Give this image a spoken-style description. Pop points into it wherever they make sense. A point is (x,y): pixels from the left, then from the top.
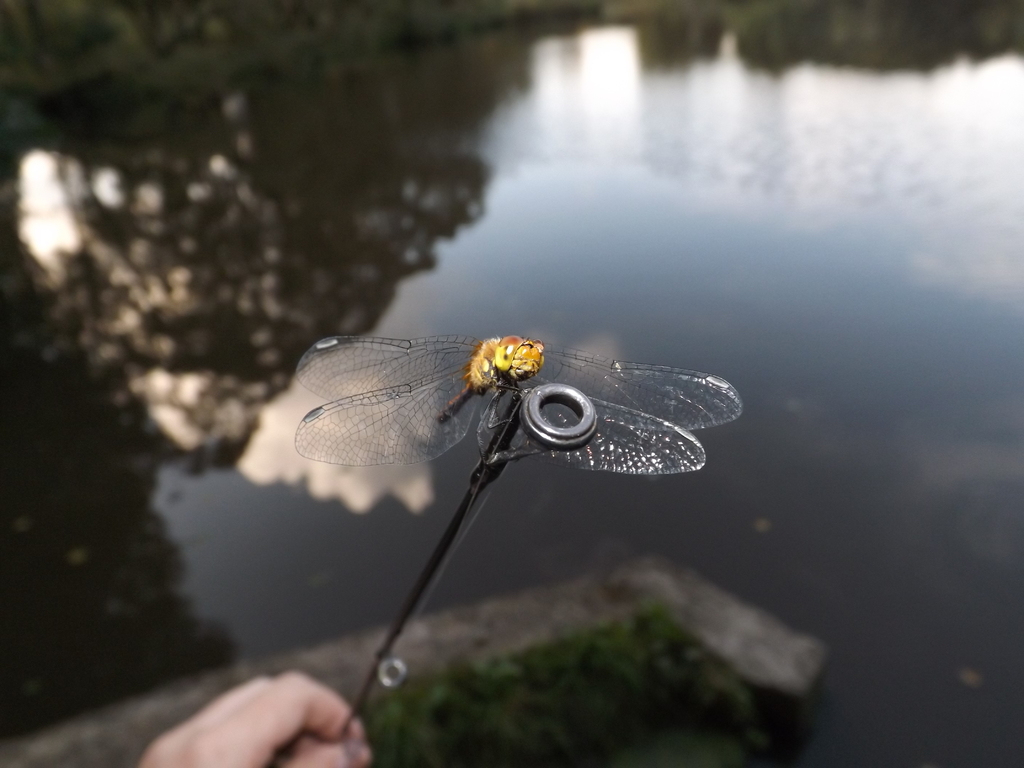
In this image we can see a person (346,721) holding an object (475,499) and there is a dragonfly (490,387) on it, in front of him, there is a lake (414,53), and some plants (107,43).
